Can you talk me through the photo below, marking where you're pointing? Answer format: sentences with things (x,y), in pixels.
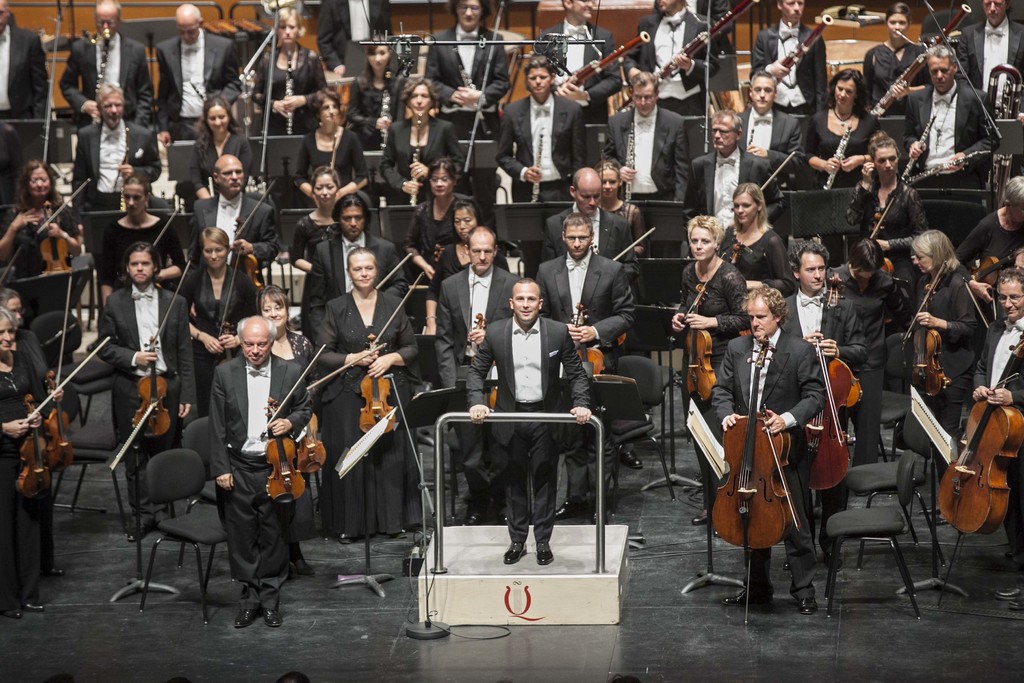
In the middle (526,382) there is a man (524,351) he is standing he wear suit (554,361) trouser (527,440) and shoes (518,551). On the right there is a man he wear suit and white shirt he is holding cello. On the left (134,326) there is a man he wear suit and trouser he is holding violin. In this image there are many people (582,244) some are holding violin (704,394) and some are holding cello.
